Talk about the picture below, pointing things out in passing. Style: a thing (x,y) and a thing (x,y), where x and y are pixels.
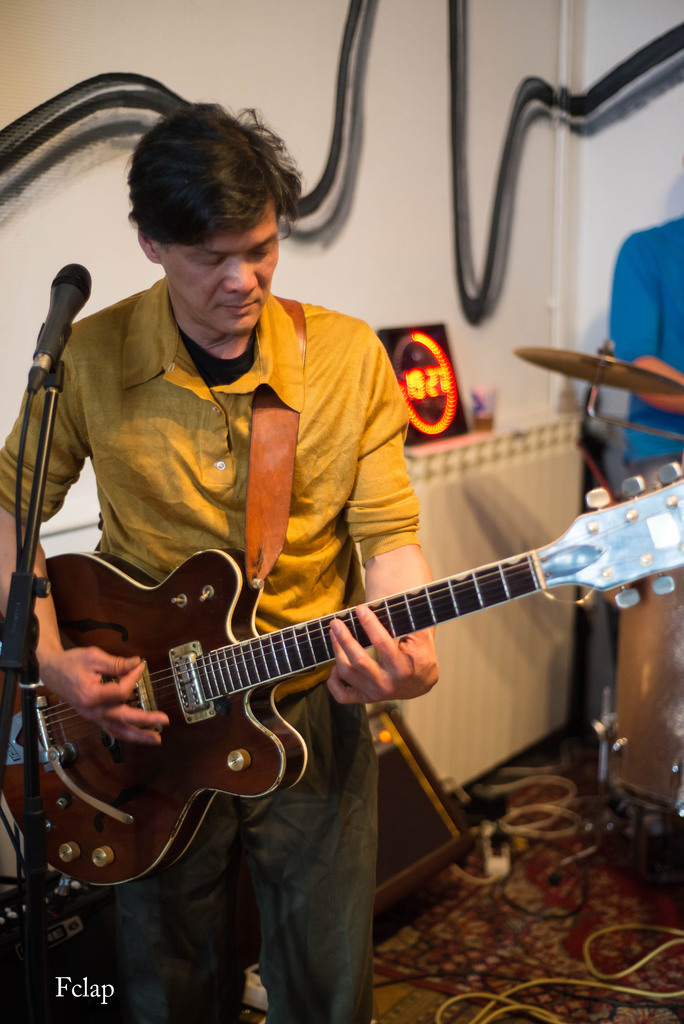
Person (266,626) is playing guitar (265,687), this is microphone (66,313), this is musical instrument (587,367) and in back (408,150) this is wall (404,161).
